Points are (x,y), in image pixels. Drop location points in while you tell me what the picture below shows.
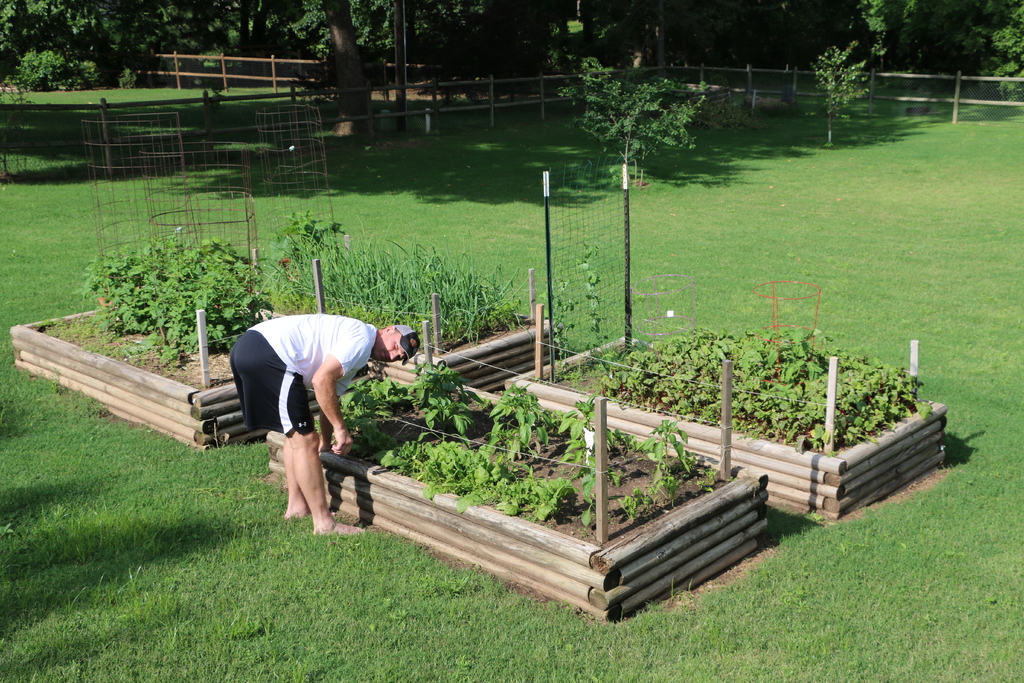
In this picture we can see a man (301,382) in white t shirt (335,349) and he is standing on the grass (308,560). In front of the man (358,341) there are plants (366,268), trees (291,56) and fences (310,61).
